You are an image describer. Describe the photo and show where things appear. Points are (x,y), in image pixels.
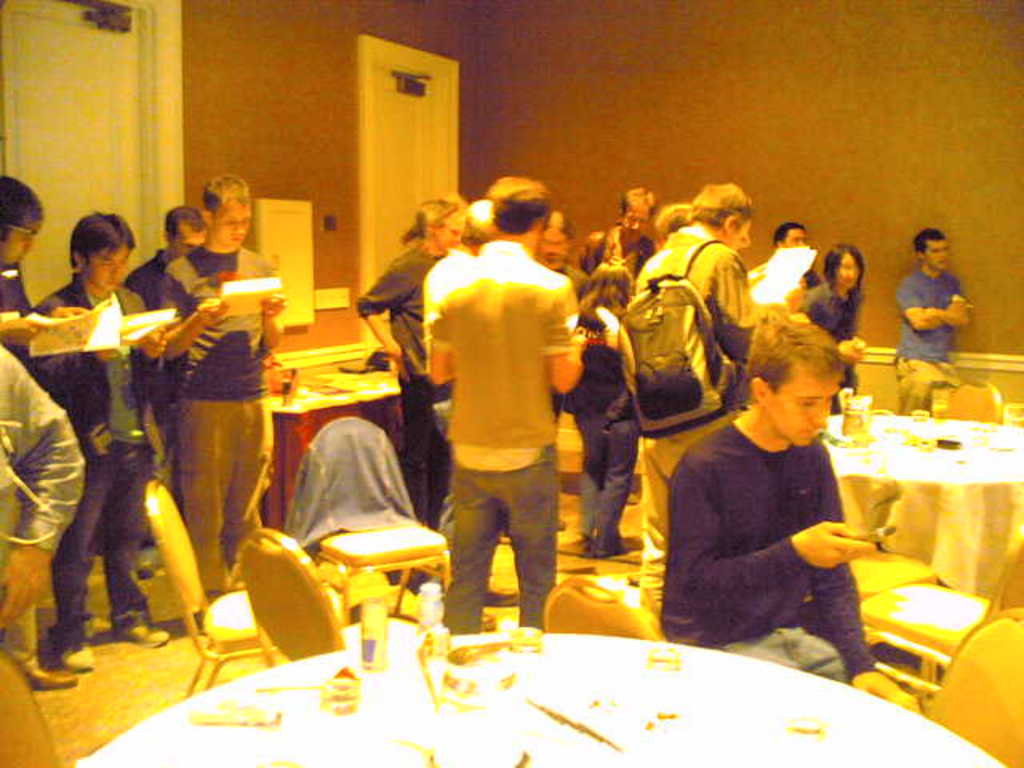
There are persons (642,277) in different color dresses (727,283), some of them are holding papers (94,339), standing on the floor (588,563) along with a person (823,574) who is sitting on a chair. There are chairs (985,396) arranged around the tables (764,724), on which, there are some objects (340,712). In the background (917,138), there is wall (593,89), door (76,117) and an object (405,84).
